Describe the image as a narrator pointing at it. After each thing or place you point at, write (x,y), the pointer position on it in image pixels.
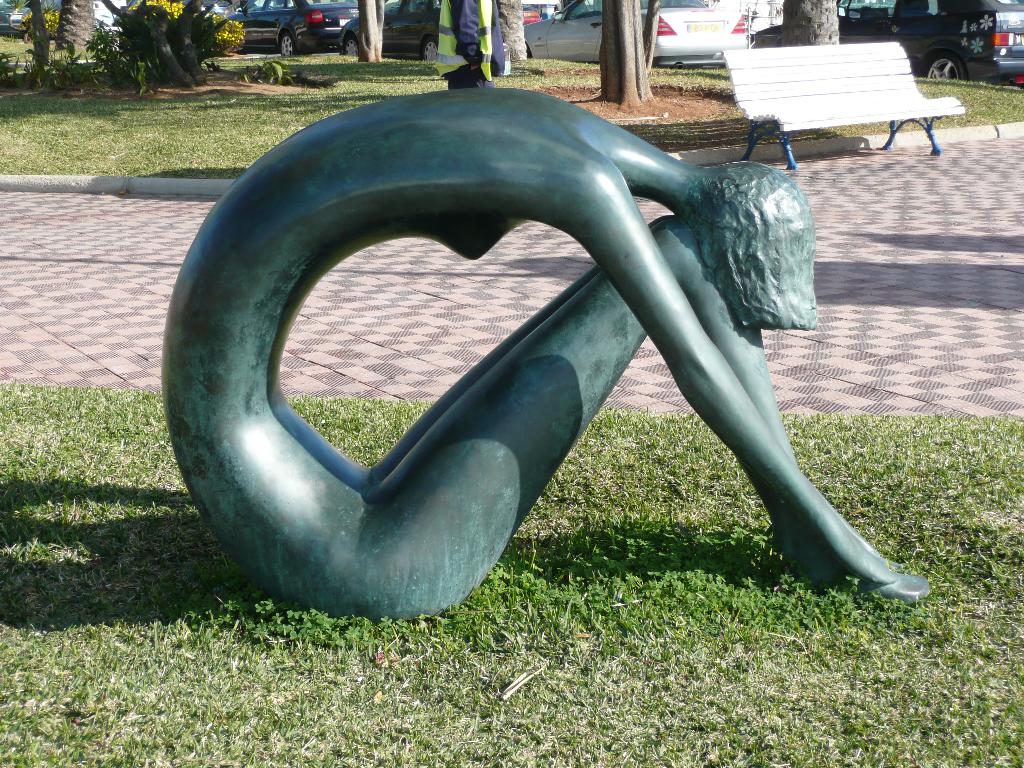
In the center of the image (433,507) a statue (754,317) is there. In the background of the image (300,321) we can see grass (679,500), ground (400,275). At the top of the image (698,44) we can see some trees (364,54), vehicles (598,17), person (458,50), bench (781,50), flowers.
